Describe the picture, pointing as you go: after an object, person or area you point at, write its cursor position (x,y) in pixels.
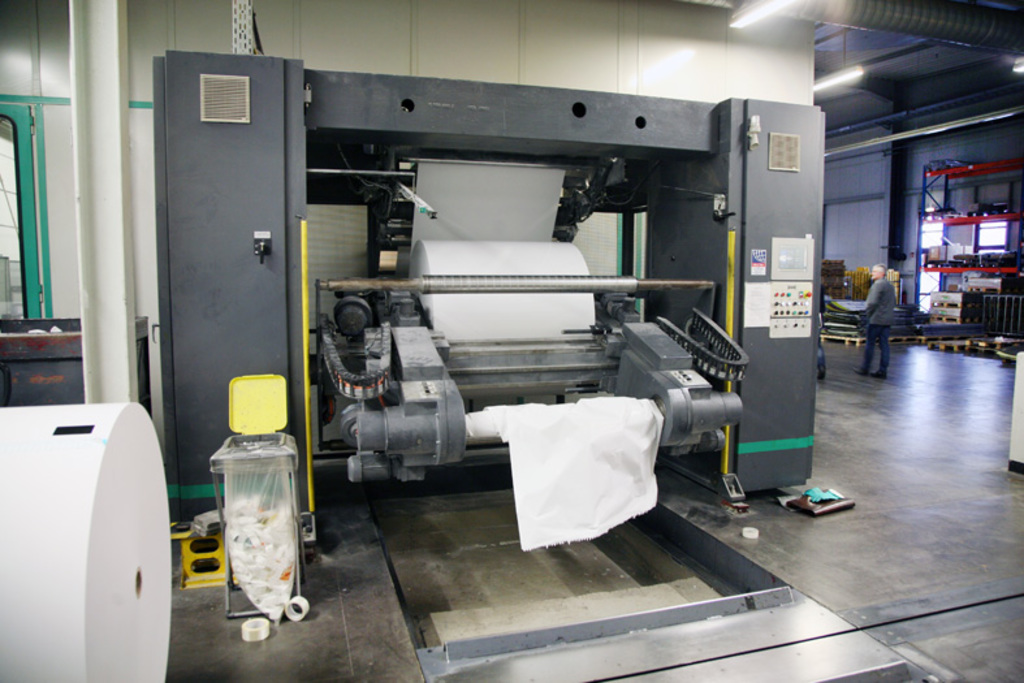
In this image there are machines (428,407). In the center (391,322) there is a machine (423,320). There is a bundle of cloth (493,324) in the machine (489,404). In front of the machine (447,380) there is a pit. There are a few objects (264,526) in a cover (268,520). There are buttons (788,302) beside the machine (772,303). Behind the machine (777,323) there is a wall (740,59). There are tube lights (762,14) hanging to the ceiling (842,61). To the right (872,300) there is a man (871,348) standing on the floor (858,381).
